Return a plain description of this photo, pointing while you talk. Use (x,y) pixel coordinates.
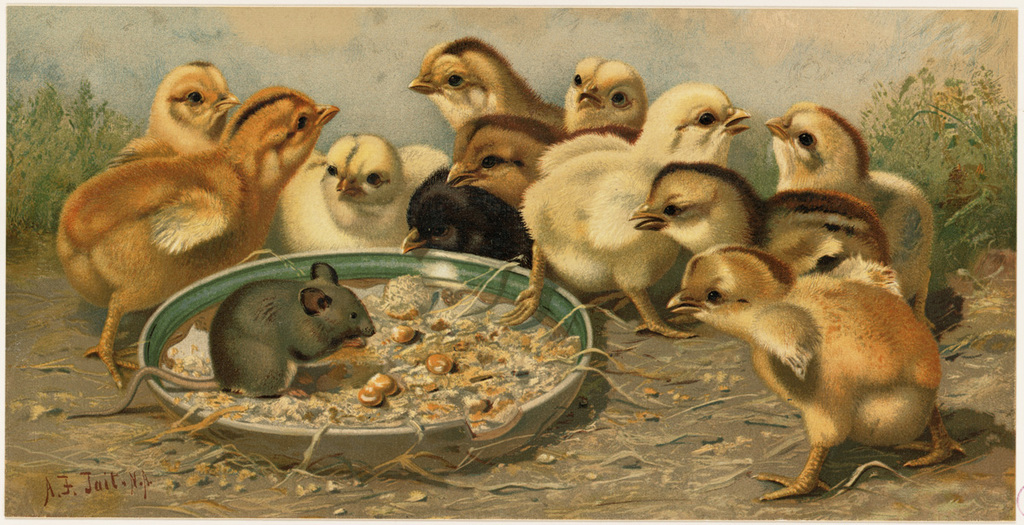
In this Image I can see group of pets (301,327). On the right (951,259) and left side of the image (31,116) I can see plants (887,131).
